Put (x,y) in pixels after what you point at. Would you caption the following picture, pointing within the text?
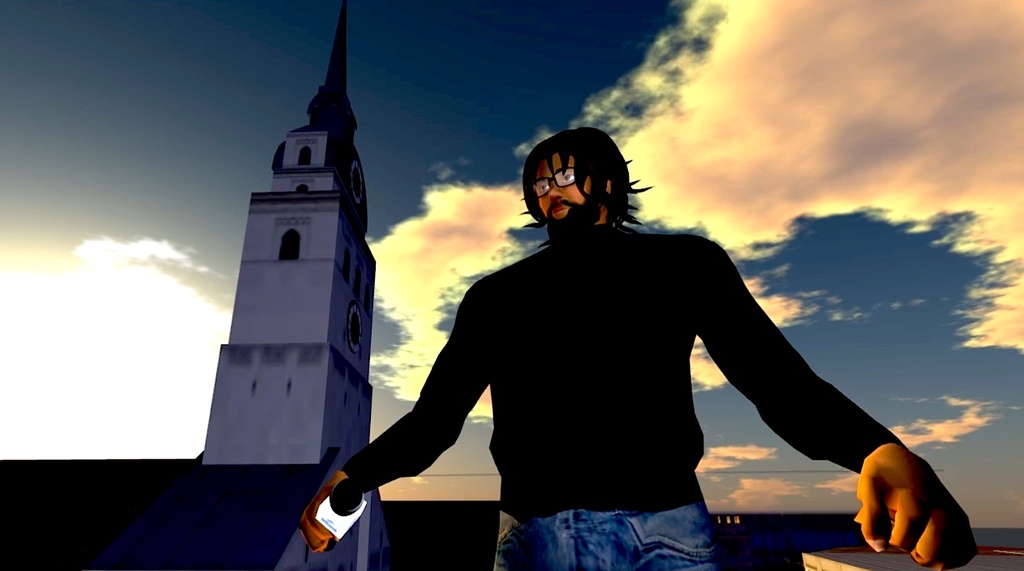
This is an animated picture, we can see a person (380,470) holding a mic (335,514), there is a building (350,229) and we can see the sky (417,231) with clouds (721,464).
